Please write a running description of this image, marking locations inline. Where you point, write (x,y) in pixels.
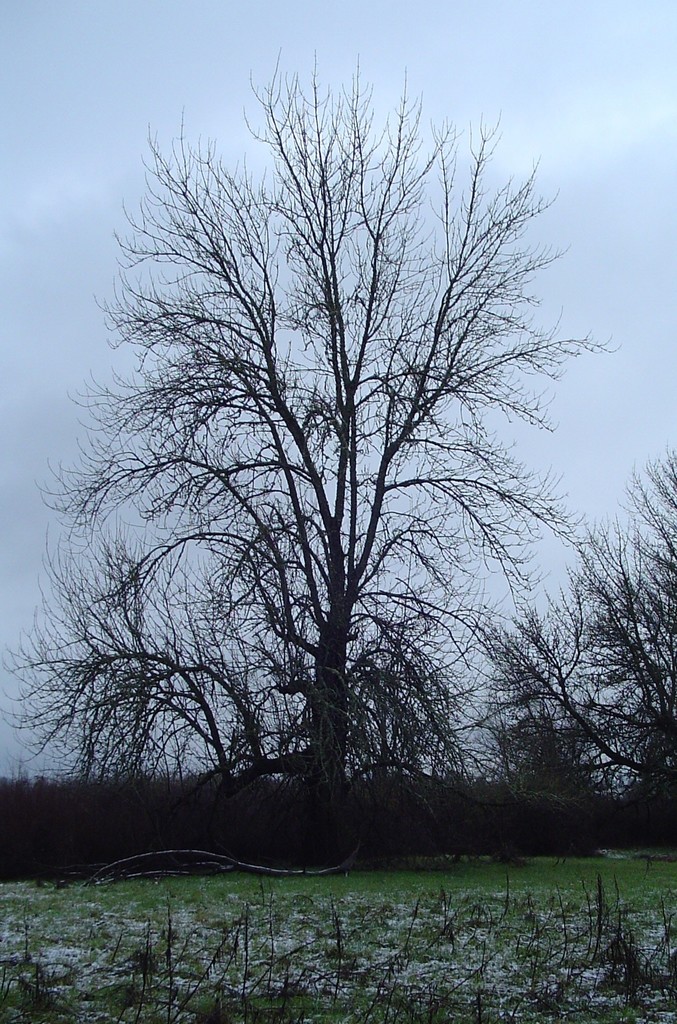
In this picture there are trees (122,696). At the top (212,90) there is sky (212,90). At the bottom (471,871) there is grass (471,871) and there are plants (36,849) and there is a tree branch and there might be snow (181,983).
